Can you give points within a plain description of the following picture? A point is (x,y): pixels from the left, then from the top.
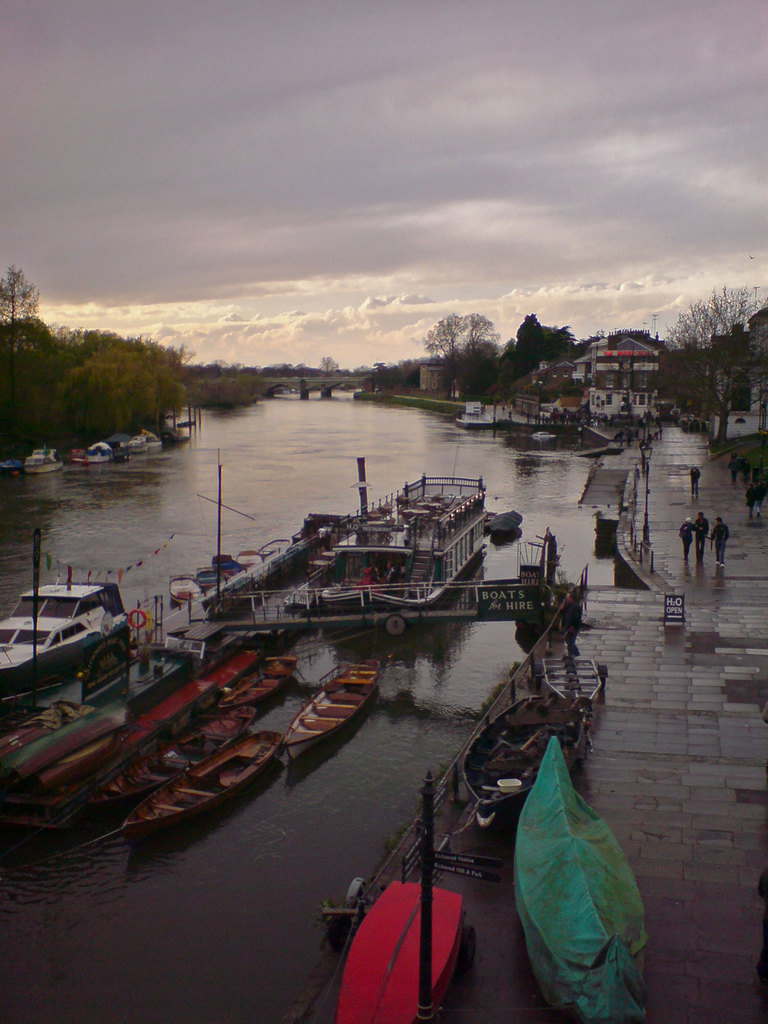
In this picture we can see boats (134,721) and a pier (214,602) on the water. On the right side of the image (540,581), there are poles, people (706,525), boats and some objects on the platform (723,463). Behind the people (733,468), there are buildings (619,365). On the left (166,375) and right side of the image (555,350), there are trees (508,358). At the top of the image (333,128), there is the sky (303,143).
